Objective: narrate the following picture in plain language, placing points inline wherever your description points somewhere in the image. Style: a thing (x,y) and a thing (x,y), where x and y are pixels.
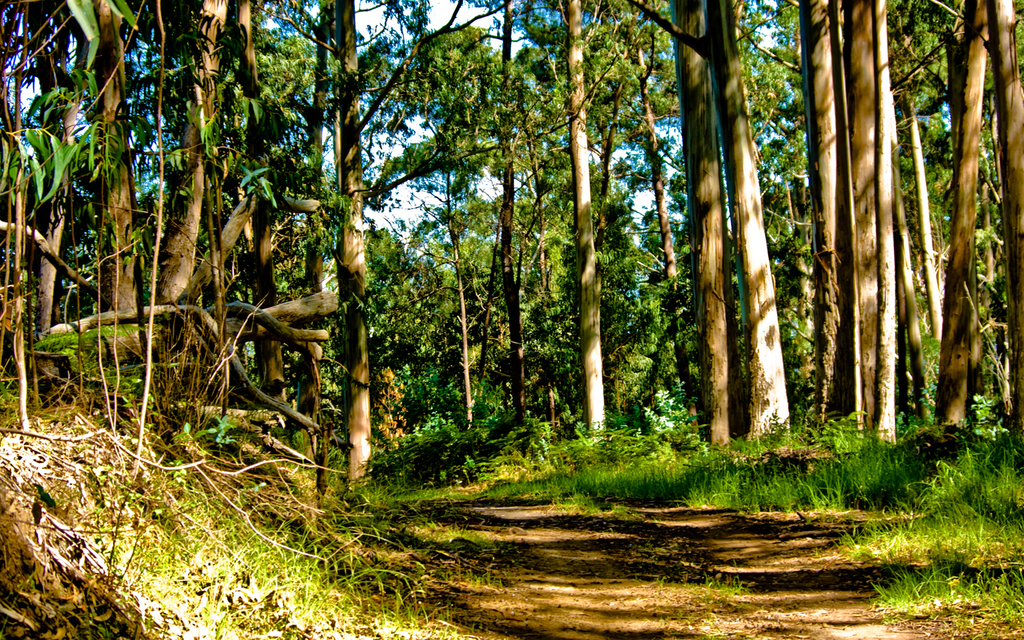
In this image there are trees (855,354). At the bottom (314,606) there is grass (351,614). In the background (412,217) there is sky (439,22).
